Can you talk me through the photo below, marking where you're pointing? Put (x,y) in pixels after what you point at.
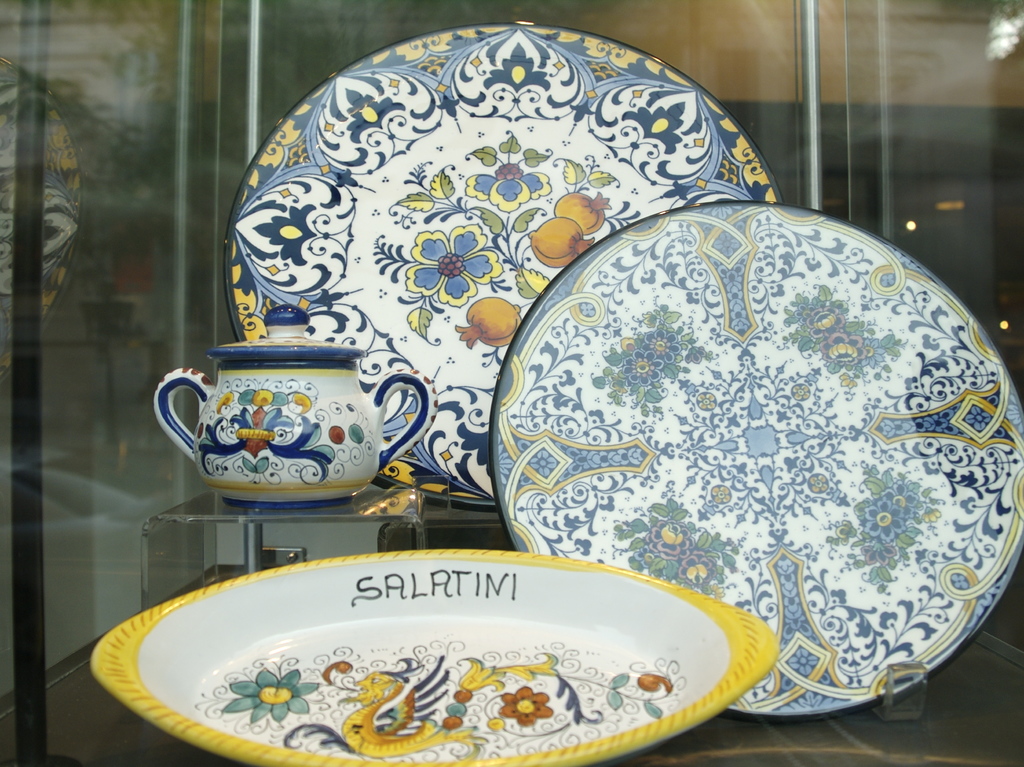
This picture shows few trays (584,358) and a jar (425,393). we see designs (505,418) on them.
